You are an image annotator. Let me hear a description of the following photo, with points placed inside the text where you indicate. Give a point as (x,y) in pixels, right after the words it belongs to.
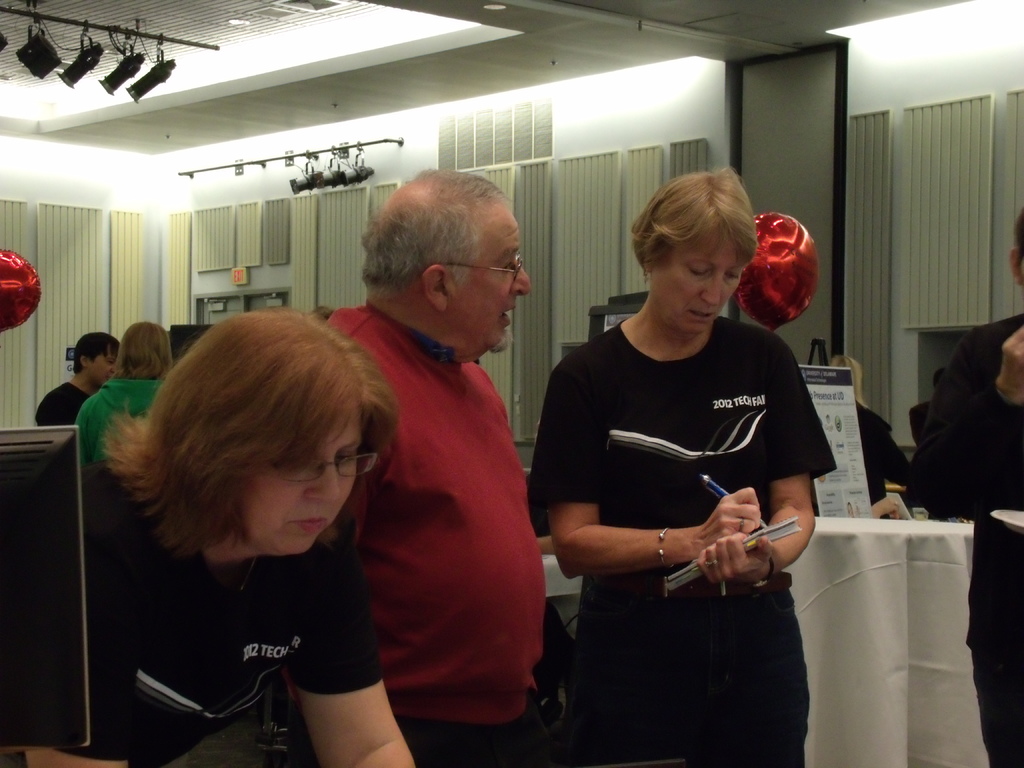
In this image we can see many people (421,359). Few people (430,432) are wearing specs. There is a lady (702,513) holding book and writing with a pen (712,483). Also we can see balloons (749,284). On the left side (34,513) there is a monitor (34,530). In the back (137,246) we can see curtains (862,229). Also we can see lights (163,81) and few other things (836,395).
